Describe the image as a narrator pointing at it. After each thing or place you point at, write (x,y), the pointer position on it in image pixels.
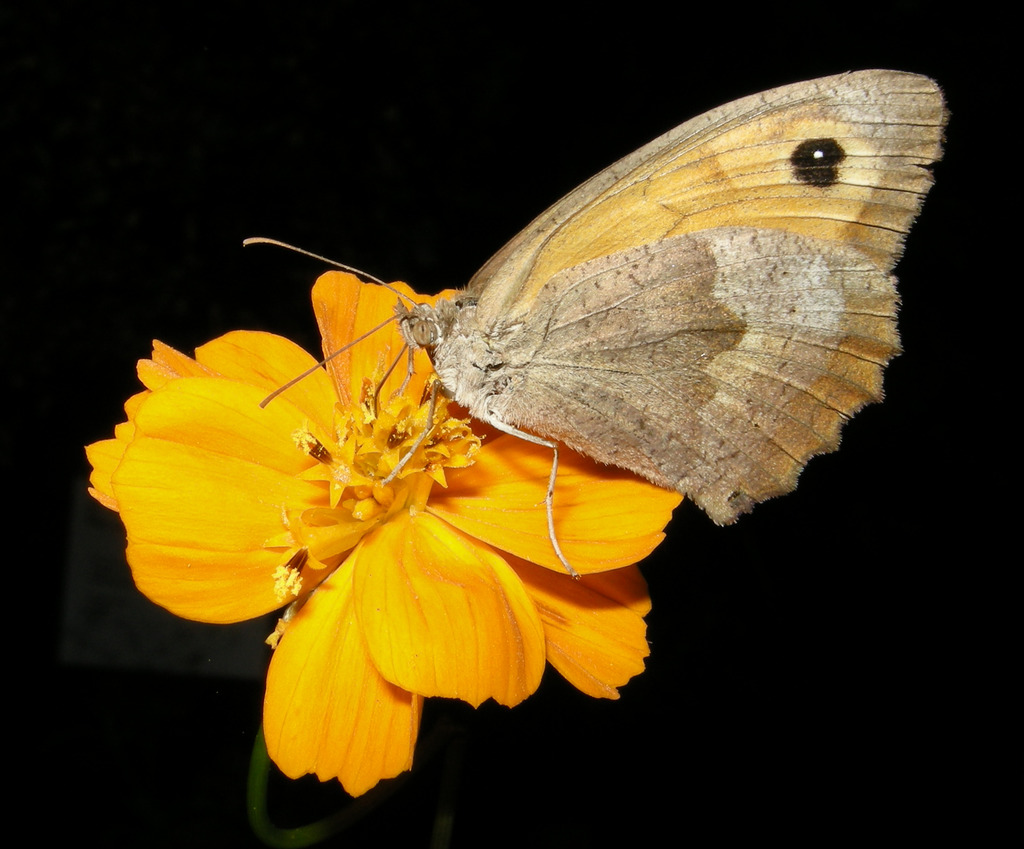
The picture consists of a flower (382,474) and a butterfly (661,319). The background (181,94) is dark.
